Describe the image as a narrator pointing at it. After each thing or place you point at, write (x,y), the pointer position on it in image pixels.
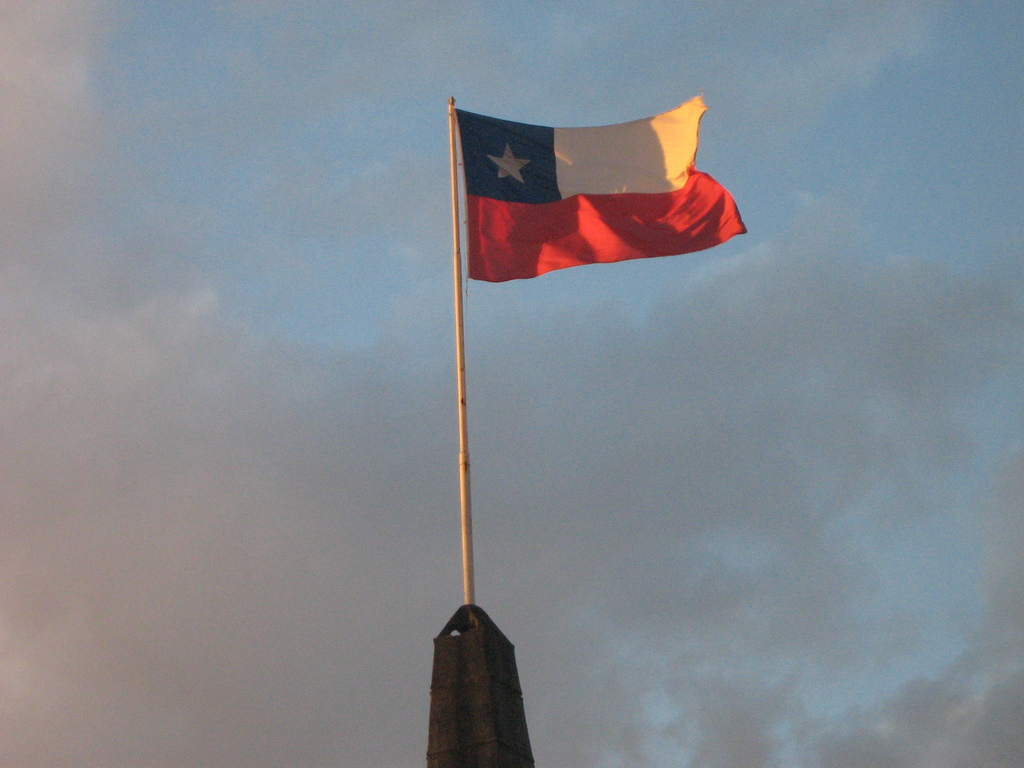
At the top of this image (643,139), we can see there is a flag (639,156) attached to a pole (467,599). In the background (138,346), there are clouds (825,354) in the blue sky (896,123).
